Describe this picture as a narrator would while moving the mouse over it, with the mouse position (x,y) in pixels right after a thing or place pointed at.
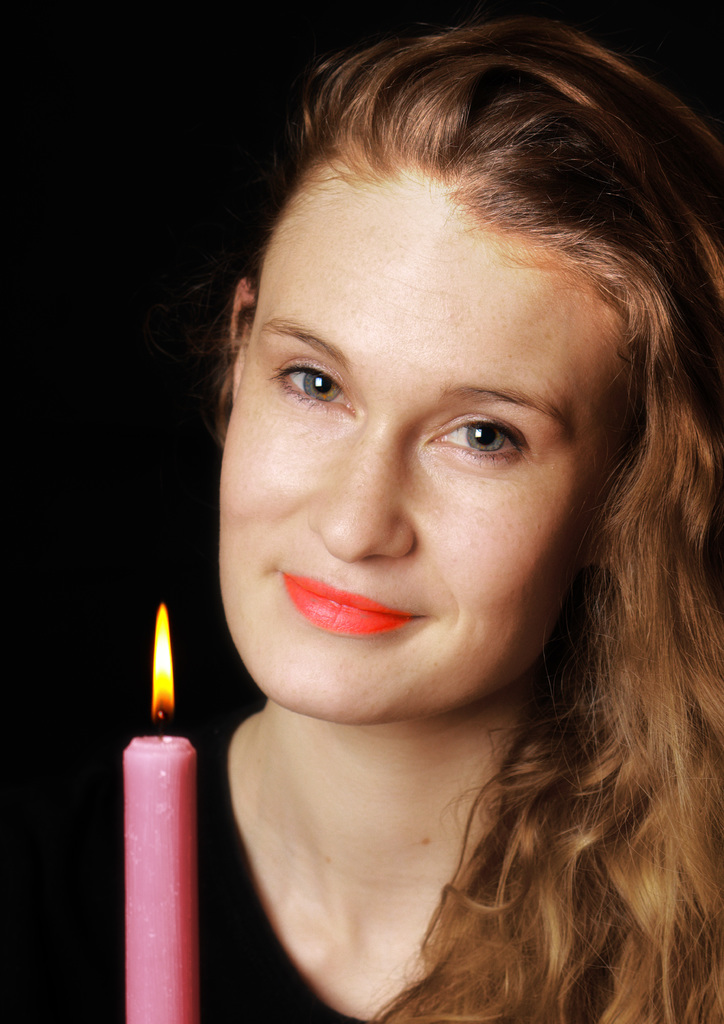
In this image there is a person (516,489) truncated towards the right of the image (597,477), there is a candle (178,794) truncated towards the bottom of the image (169,905), there is fire (165,662), the background of the image (153,416) is dark.
